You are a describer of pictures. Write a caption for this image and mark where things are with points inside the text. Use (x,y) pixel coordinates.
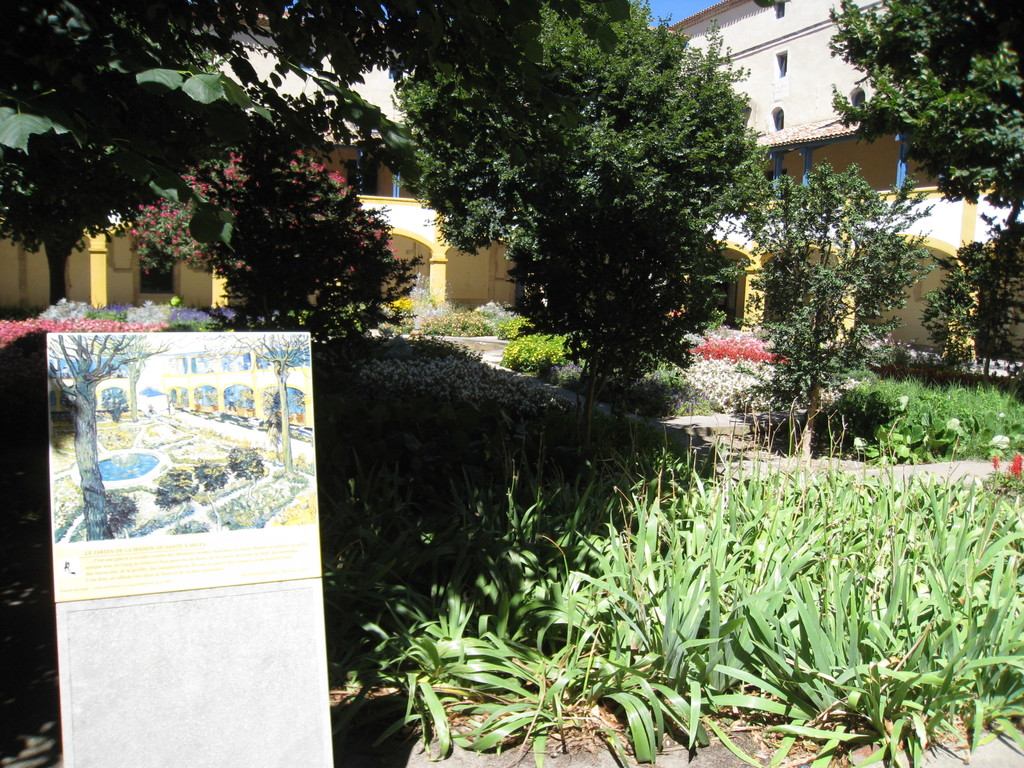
In the image there is a painting (174,383) on the wall (267,747) on left side (260,363) with plants (583,536) and trees (345,300) all over the place behind it and in the background (799,126) there is a building (421,229).
